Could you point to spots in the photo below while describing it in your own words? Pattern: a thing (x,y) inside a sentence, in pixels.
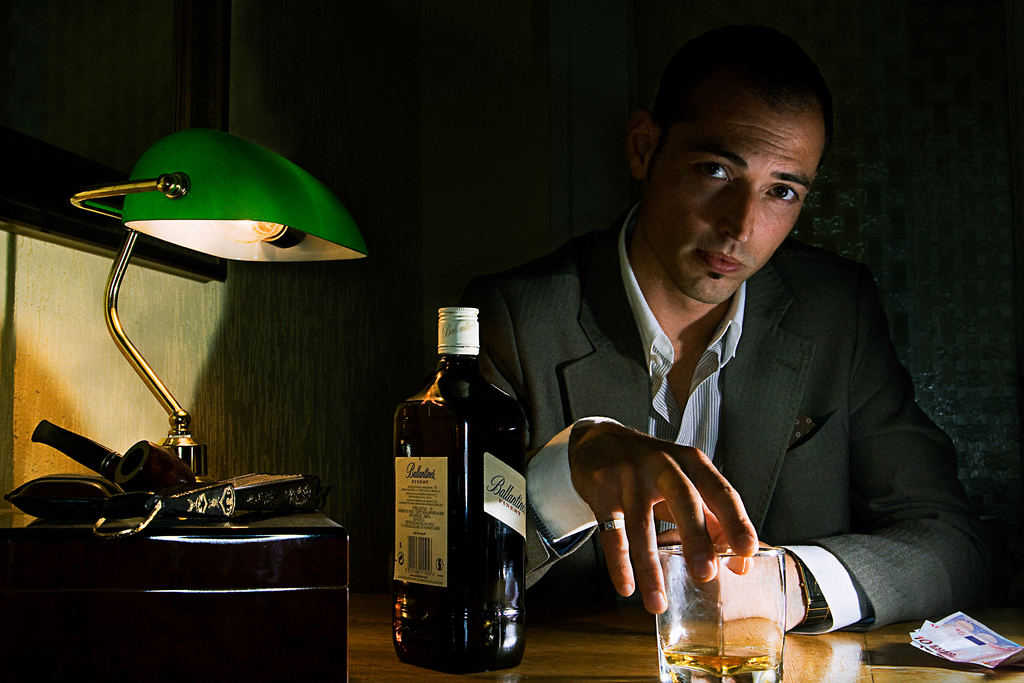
In this image there is a man (651,365) who is sitting in the chair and holding the glass (693,594) which is on the table (845,657). Beside him there is a whisky bottle (472,486). On the left side (151,525) there is a box (292,522) on which there is a lamp (259,237), pipe (159,483) and box (257,481) on it. On the right side (957,652) there is money (931,644) on the table (847,654).
